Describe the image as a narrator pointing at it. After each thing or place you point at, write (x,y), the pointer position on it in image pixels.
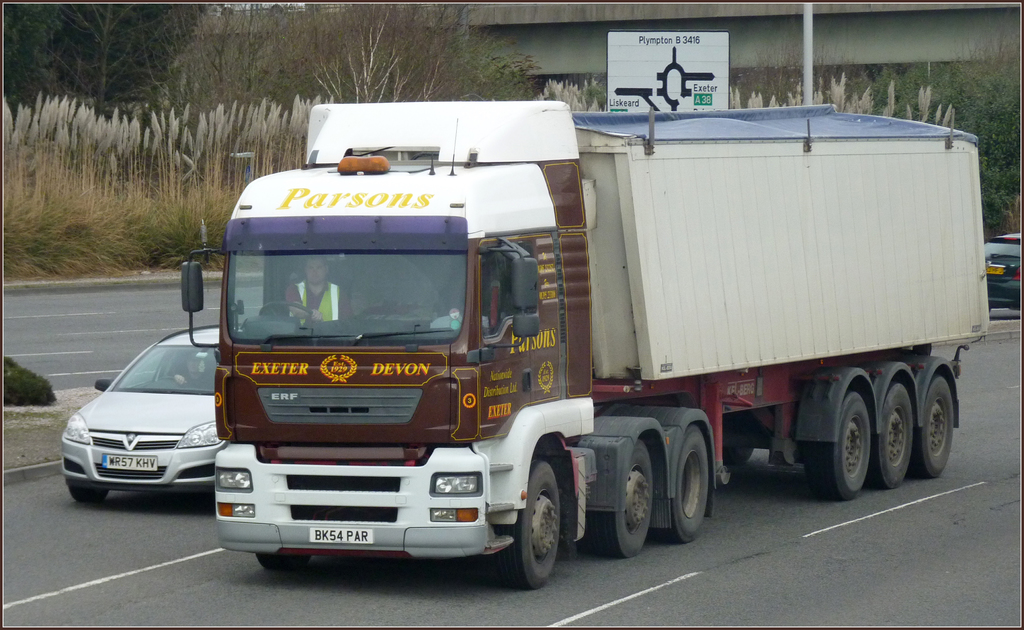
In the picture we can see a road (799,521) on it, we can see a truck (326,473) with many tires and beside the truck (566,347) we can see a car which is gray in color and behind it, we can see grass plants (130,232), plants (294,117) and trees (350,61) and in the background (550,53) we can see a part of the bridge (569,57) and some pole (808,100) near it.
